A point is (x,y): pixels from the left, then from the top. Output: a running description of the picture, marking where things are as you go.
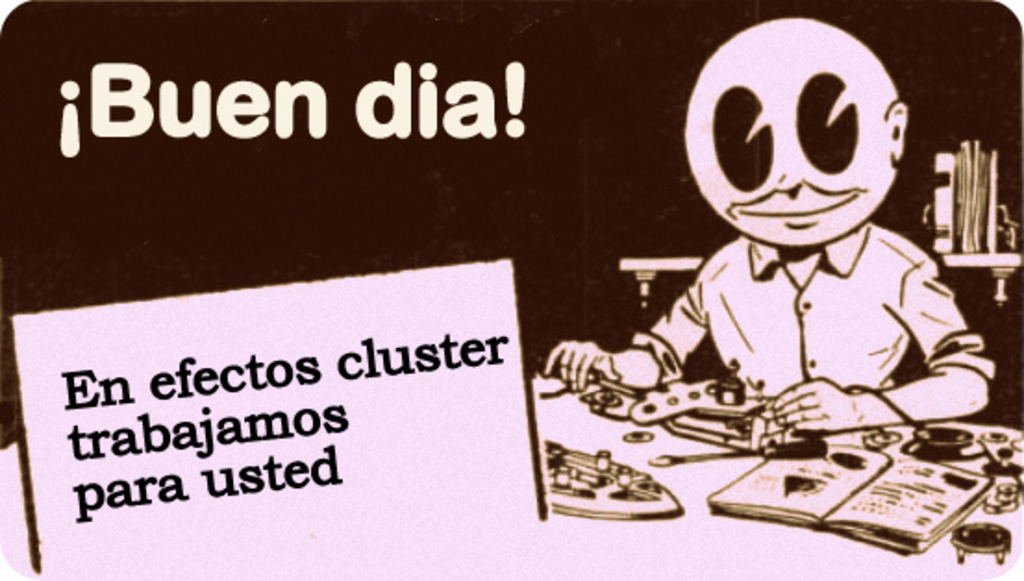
In this picture I can see a poster (535,226) with some text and a picture (822,269) on the side.
